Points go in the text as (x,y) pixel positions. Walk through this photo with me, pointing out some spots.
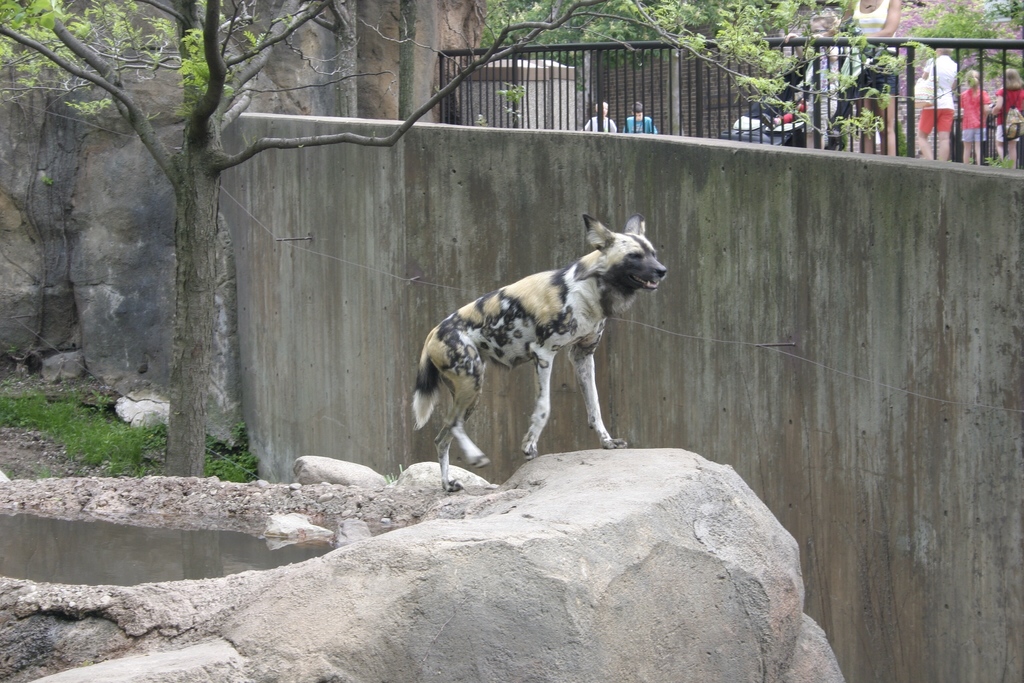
In this image we can see an animal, there are a few people (947,77), there are rocks (432,74), water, trees (759,65), grass (81,432), also we can see the wall (745,376).
